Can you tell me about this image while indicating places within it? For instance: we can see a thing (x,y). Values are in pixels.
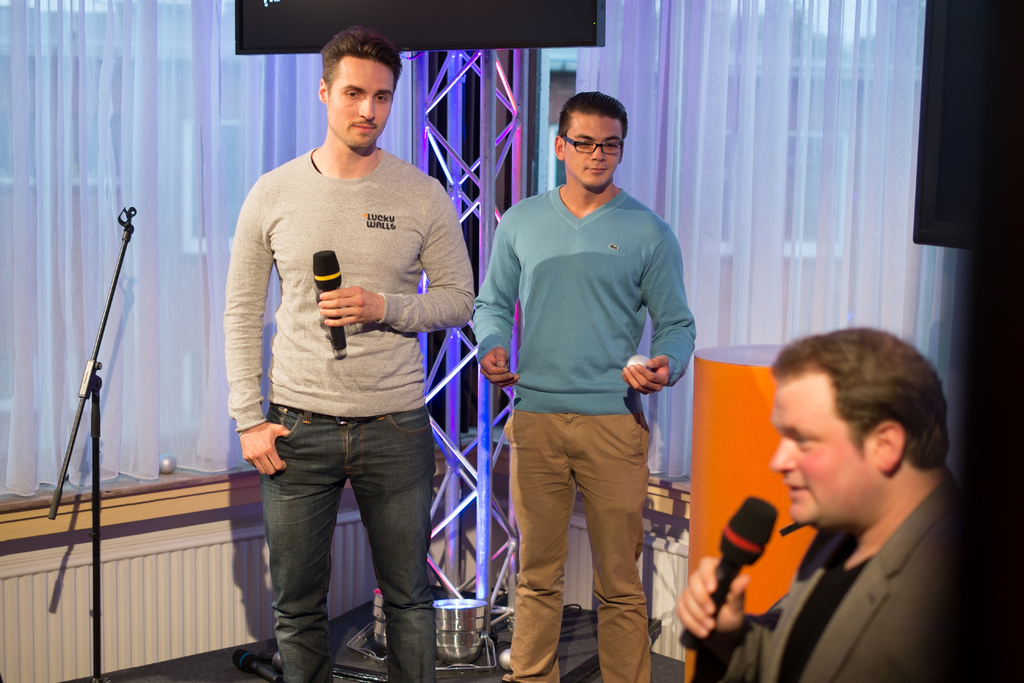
This is an inside view. In this image I can see three men (503,282). Two men (589,371) are standing. One of the person (369,269) is holding a mike (322,283) in his hand (330,294). In the background (183,120) there is white color curtain (62,138). The man (892,494) who is sitting on the right side of the image (866,576) is holding a mike (738,533) in his hand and it seems like he's speaking.
